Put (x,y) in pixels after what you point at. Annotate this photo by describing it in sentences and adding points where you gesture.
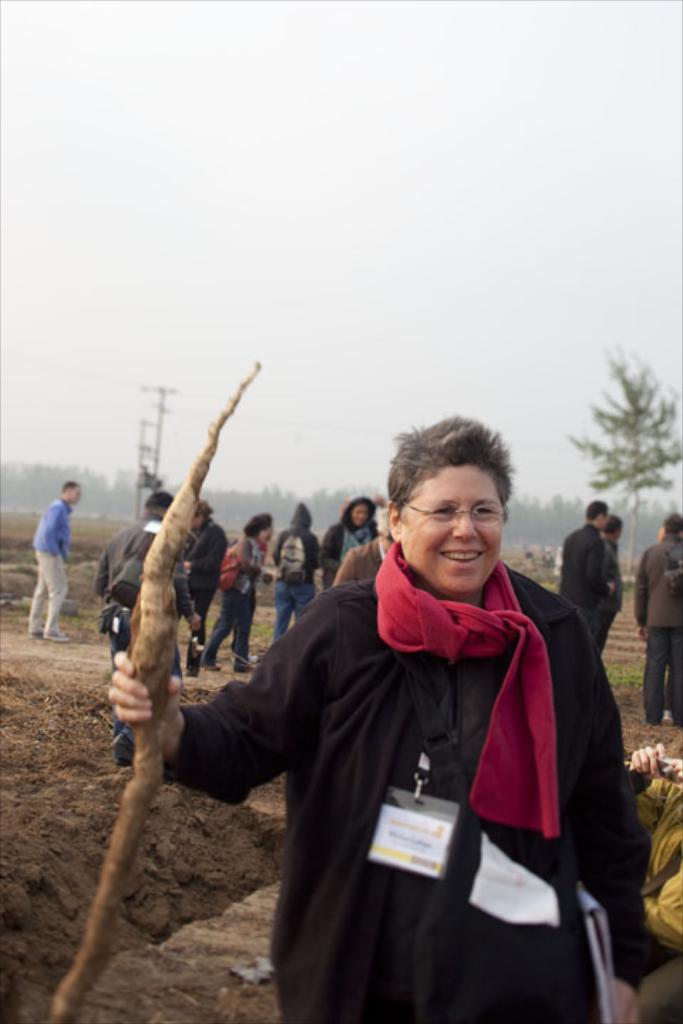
In the center of the image (395,645) we can see a person (481,774) standing and holding a stick (152,667). In the background (655,427) there are people (666,648), trees (521,496), poles (157,482) and sky (367,119).
